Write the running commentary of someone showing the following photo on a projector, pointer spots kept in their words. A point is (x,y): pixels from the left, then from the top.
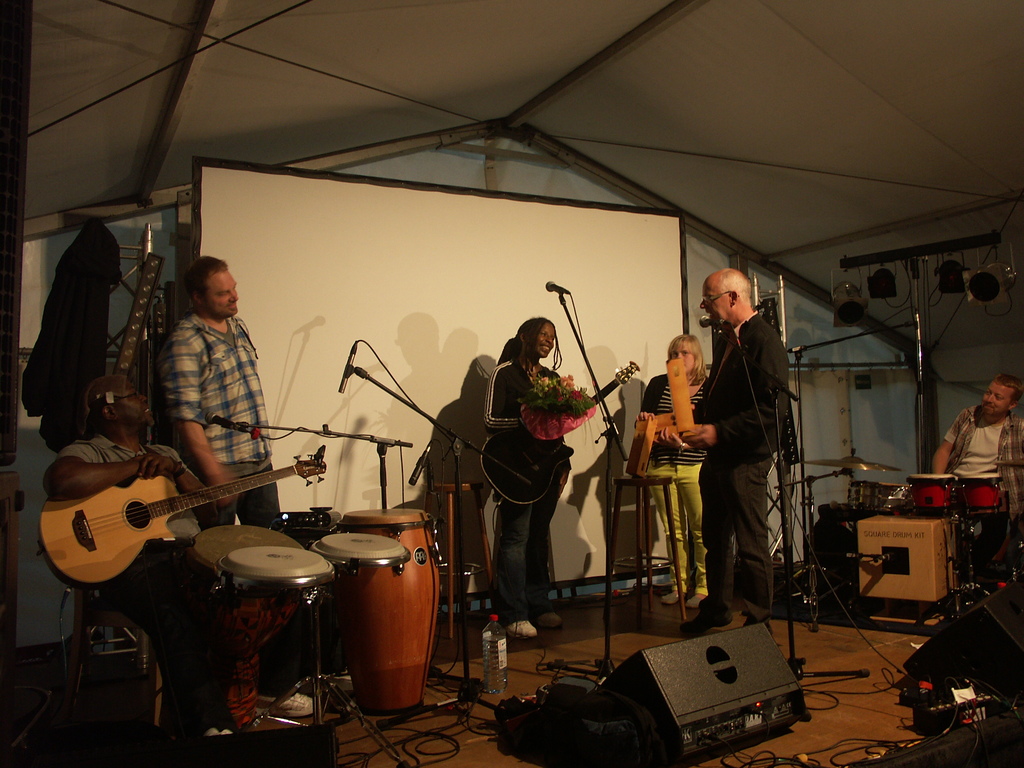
Here are some people (242,409) with musical instruments (304,468) around them. There is a man (718,523) standing and speaking to others (692,531). There is a man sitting with a guitar (144,506) and drums (289,562) in front (125,533). A woman (544,343) is holding a guitar (530,437) in her hands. Another man (959,449) is sitting with drum set (939,473). There is big white screen (599,262) in the background (425,254).
